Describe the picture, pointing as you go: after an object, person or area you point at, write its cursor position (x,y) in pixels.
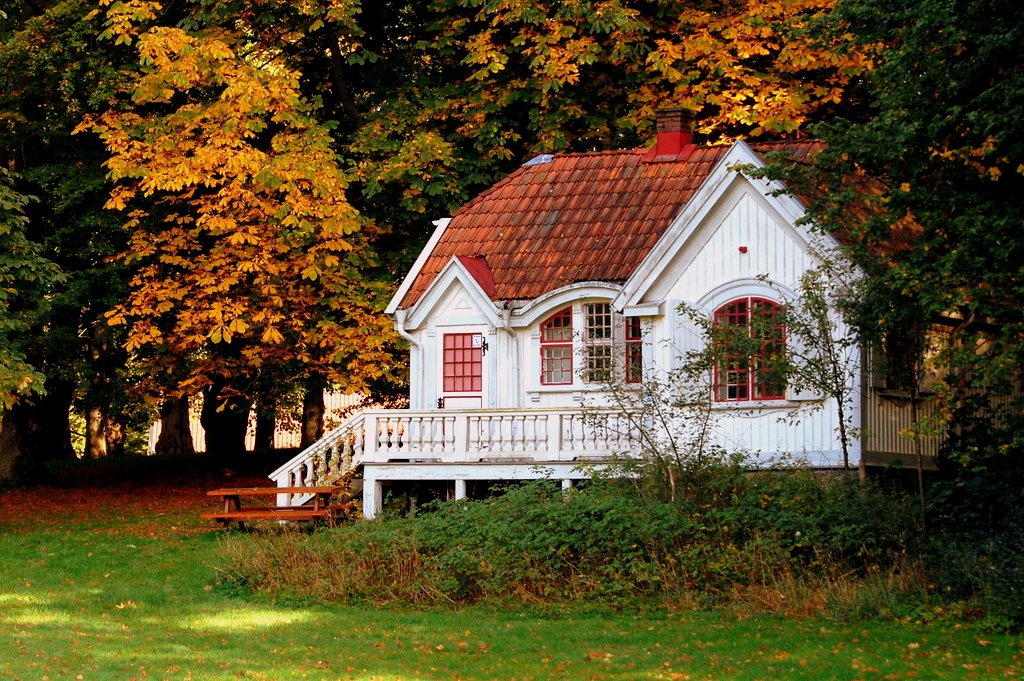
In the center of the image (531,375) there is a shed (532,375) and we can see a bench (317,516). At the bottom (430,633) there is grass (430,618). In the background (186,363) there are trees (385,257) and there is a fence (352,399).
